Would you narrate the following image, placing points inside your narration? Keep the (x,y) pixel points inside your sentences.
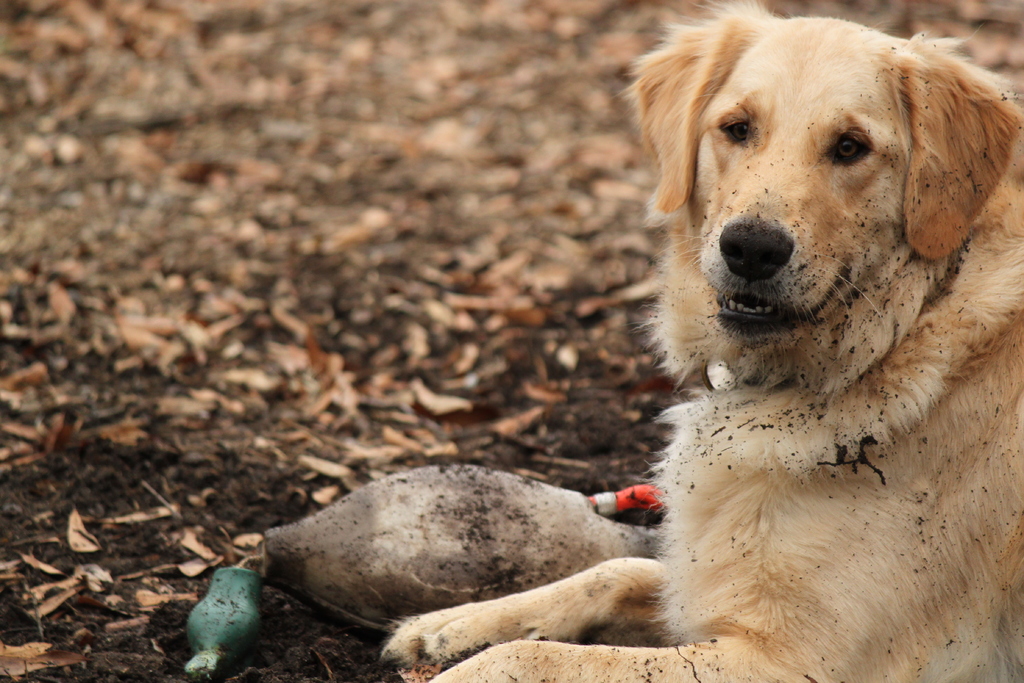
In this image we can see a dog (880,422) and an object (453,561) on the ground (404,396). There are dried leaves (494,301).
